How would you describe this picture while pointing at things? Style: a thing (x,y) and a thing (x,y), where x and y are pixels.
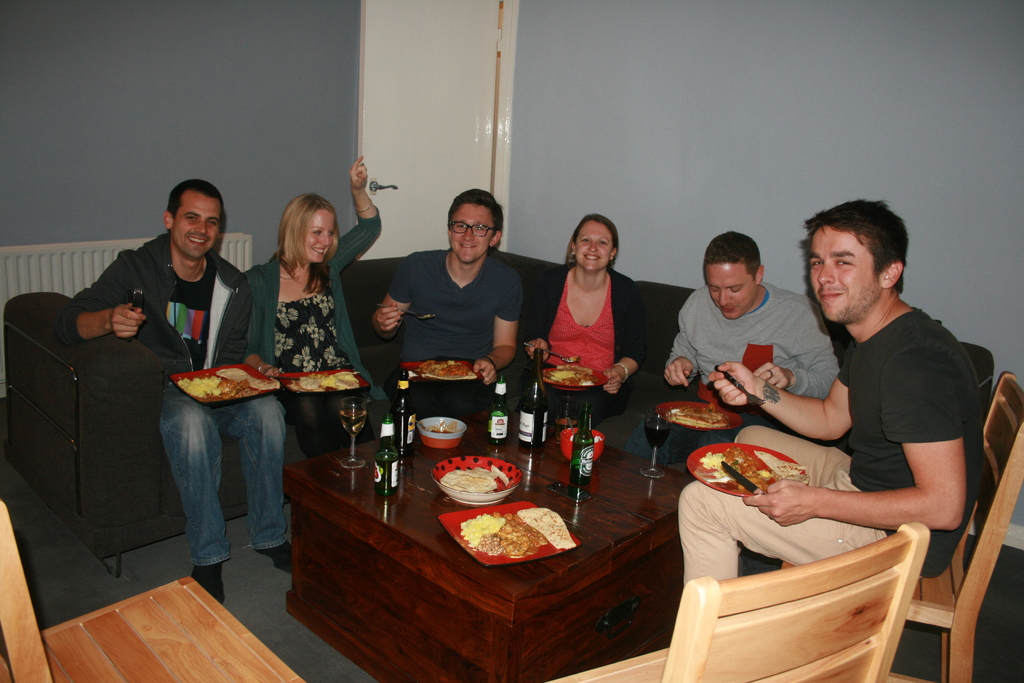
This picture is kept inside the room (141,409). Here, we see six people (442,292) sitting on sofa (652,311) and having their food (329,377) and all of them are carrying plates (298,380) in their hands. In front of them, we see a brown table (385,543) on which bowl (457,467) containing food (461,482), plate (498,562), glass bottle (379,478) and glass (363,404) are placed. behind them, we see a white door (424,99) and a grey wall (732,89).
